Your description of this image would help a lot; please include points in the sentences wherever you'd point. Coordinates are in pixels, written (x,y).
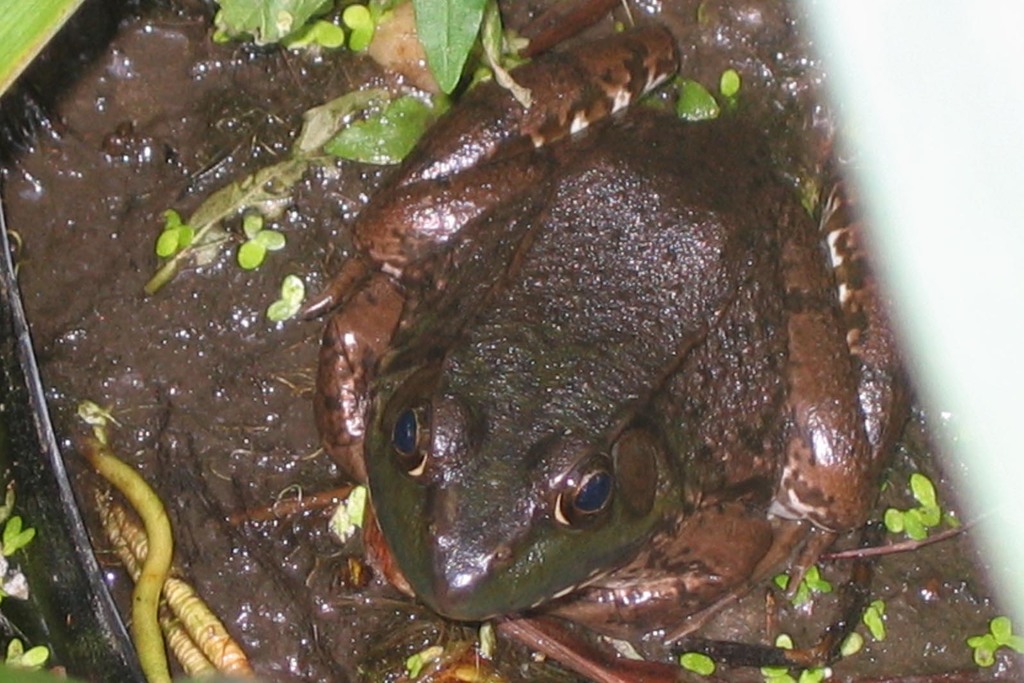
In this image there is a frog (514,316) and it is on the mud (241,358) having few plants (377,8) on it.
